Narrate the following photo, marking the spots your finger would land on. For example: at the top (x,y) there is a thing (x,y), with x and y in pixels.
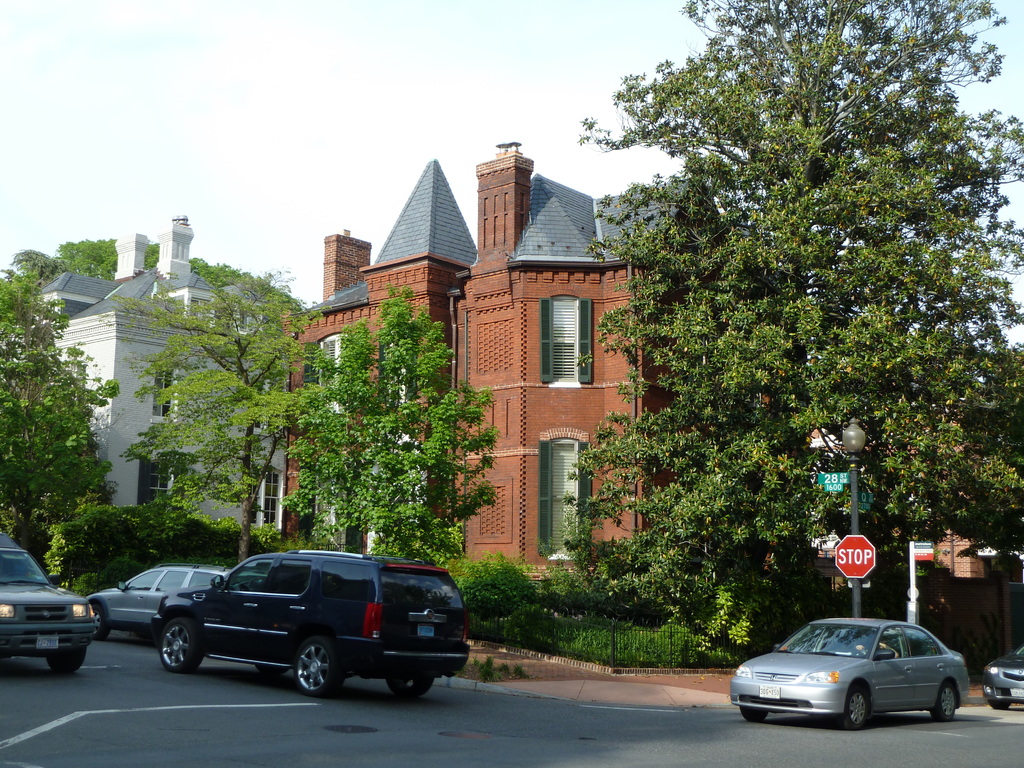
In this image I can see there is a road (571,721) and there are vehicles (277,640). Beside the road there is a fence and a light pole (858,591). And there is a stop board (841,568) attached to it. And at the back (834,566) there is a building (583,479), Plants (842,590) and trees (166,350). And at the top (298,75) there is a sky (281,116).
